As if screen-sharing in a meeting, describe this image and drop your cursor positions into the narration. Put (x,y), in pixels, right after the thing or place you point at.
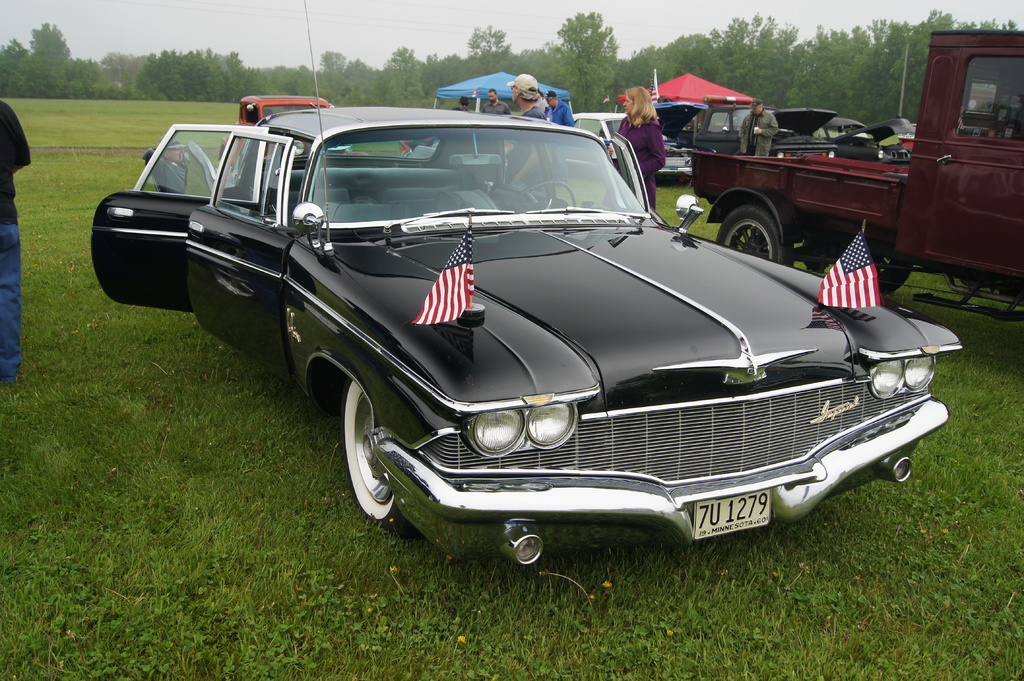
In this image there are vehicles (325,216) and we can see people (764,115). At the bottom (522,592) there is grass (543,570). In the background (619,47) there are trees (401,51) and sky (619,47). We can see tents (683,86).
